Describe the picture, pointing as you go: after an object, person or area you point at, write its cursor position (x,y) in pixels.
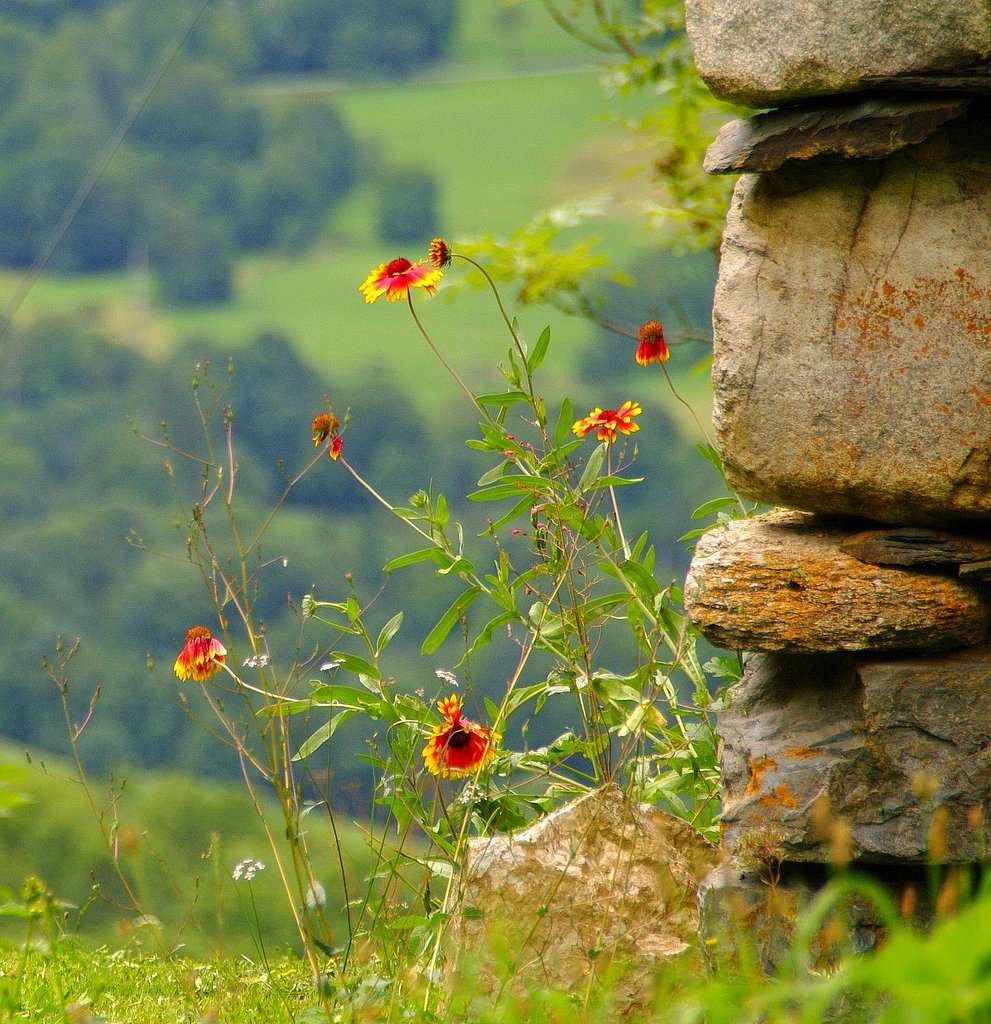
In this picture there are stones (920,341) on the right side of the image (977,176) and in the foreground (469,914) there are flowers (595,425) on the plant (493,748). At the back (80,422) there are trees (80,457). At the bottom (356,986) there is grass (2,986).
